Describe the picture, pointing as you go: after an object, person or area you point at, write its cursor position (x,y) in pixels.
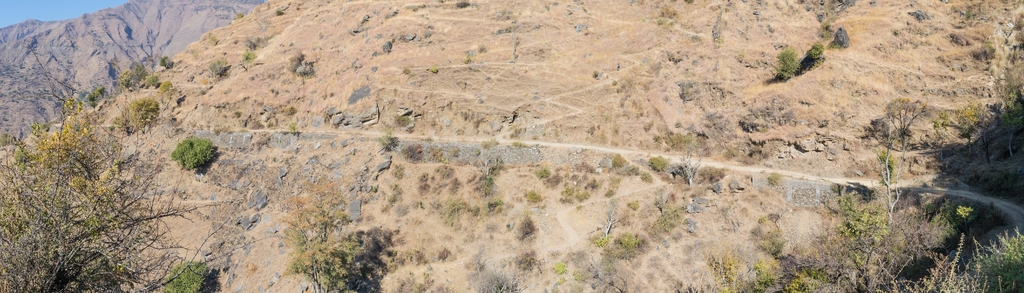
In this image we can see some shrubs (116,284), trees (45,261), the mountains (368,209), pathway (496,139) and the sky (100,9).
